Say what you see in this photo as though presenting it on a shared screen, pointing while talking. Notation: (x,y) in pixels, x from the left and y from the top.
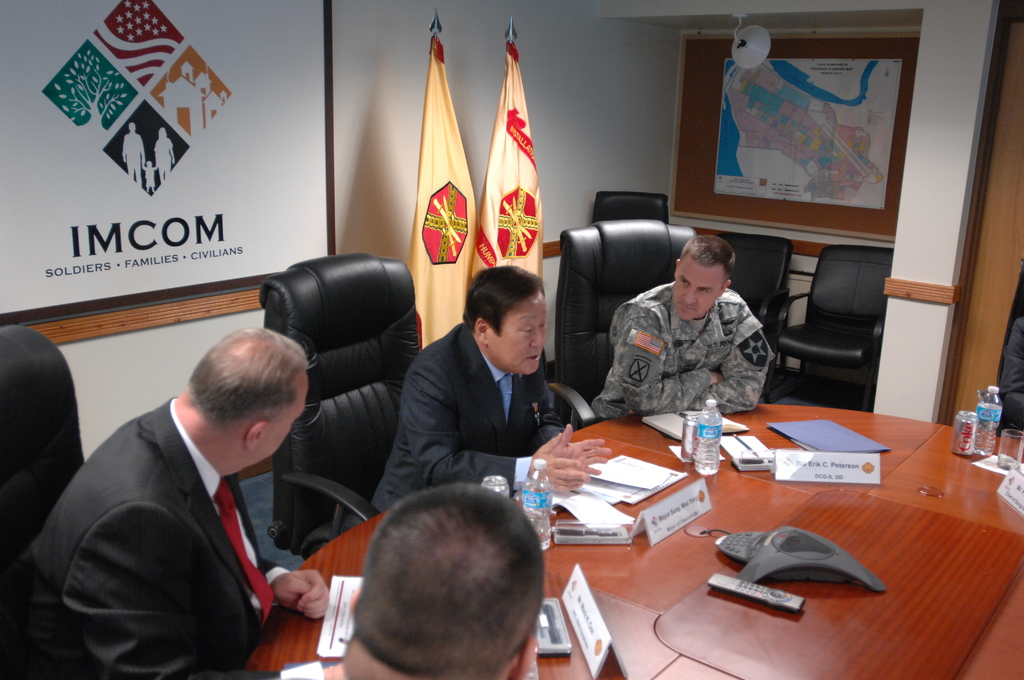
In this image in the middle (636,446) table (754,617) on that there is a file (836,440), bottles (699,466), remote (753,591) and glass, in front of the table (925,454) there are four people (524,345) sitting on the chairs (564,312). On the right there is a man (687,346) he is sitting on the chair (594,309). In the background (494,165) flags (505,189), wall (402,137), chairs (753,276) and board (264,161).
